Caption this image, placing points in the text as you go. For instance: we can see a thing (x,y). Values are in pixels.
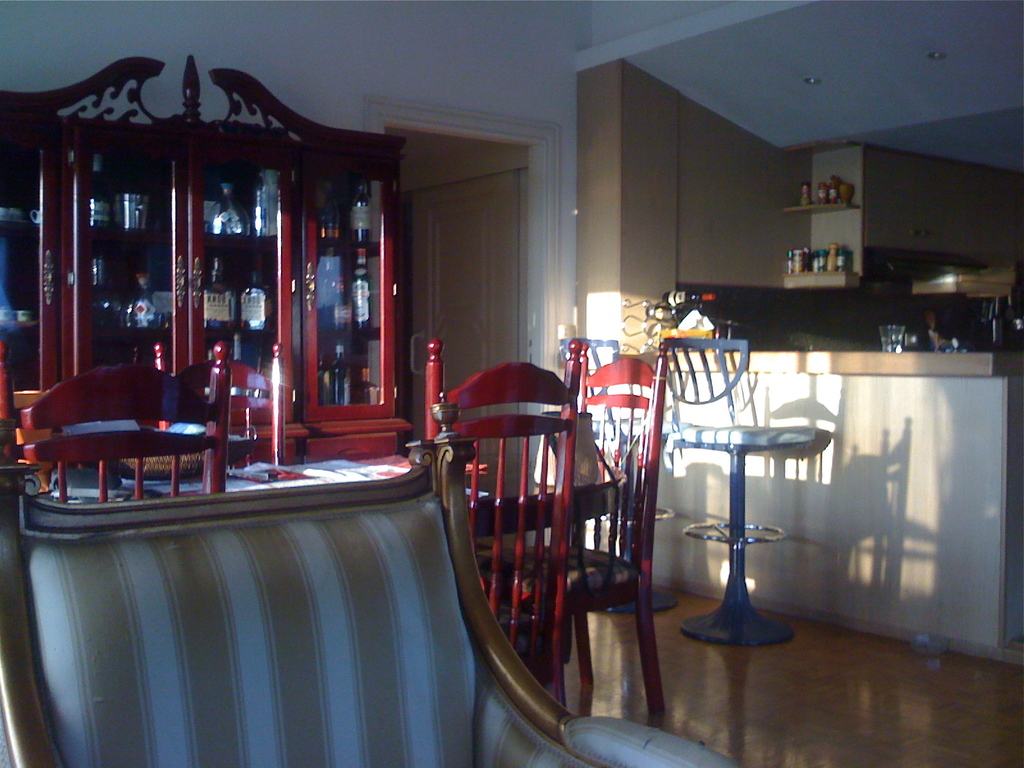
In this image I can see a couch (297,659) which is cream and white in color, a table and few chairs (280,420) which are red in color around the table (509,479). I can see a rack (289,265) in which I can see number of bottles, the white colored wall (329,53), a cream colored door (426,197) and in the background (637,357) I can see the kitchen (831,364), the white colored ceiling (839,61) and few lights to it.
